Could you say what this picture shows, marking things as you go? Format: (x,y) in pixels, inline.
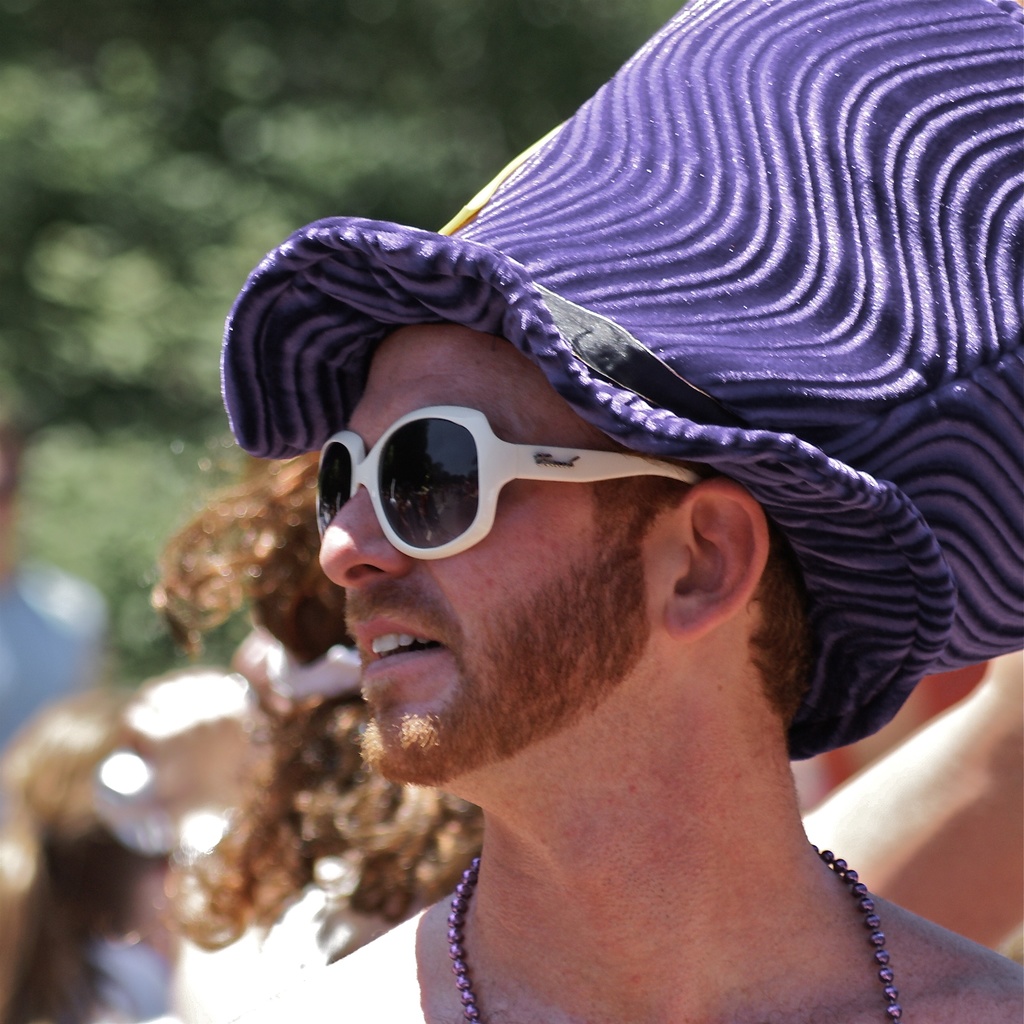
In this image I can see a person (647,843) wearing white colored goggles (508,472) and purple colored hat (837,250). In the background (272,708) I can see few other persons (353,732) and few trees (148,345) which are blurry.
